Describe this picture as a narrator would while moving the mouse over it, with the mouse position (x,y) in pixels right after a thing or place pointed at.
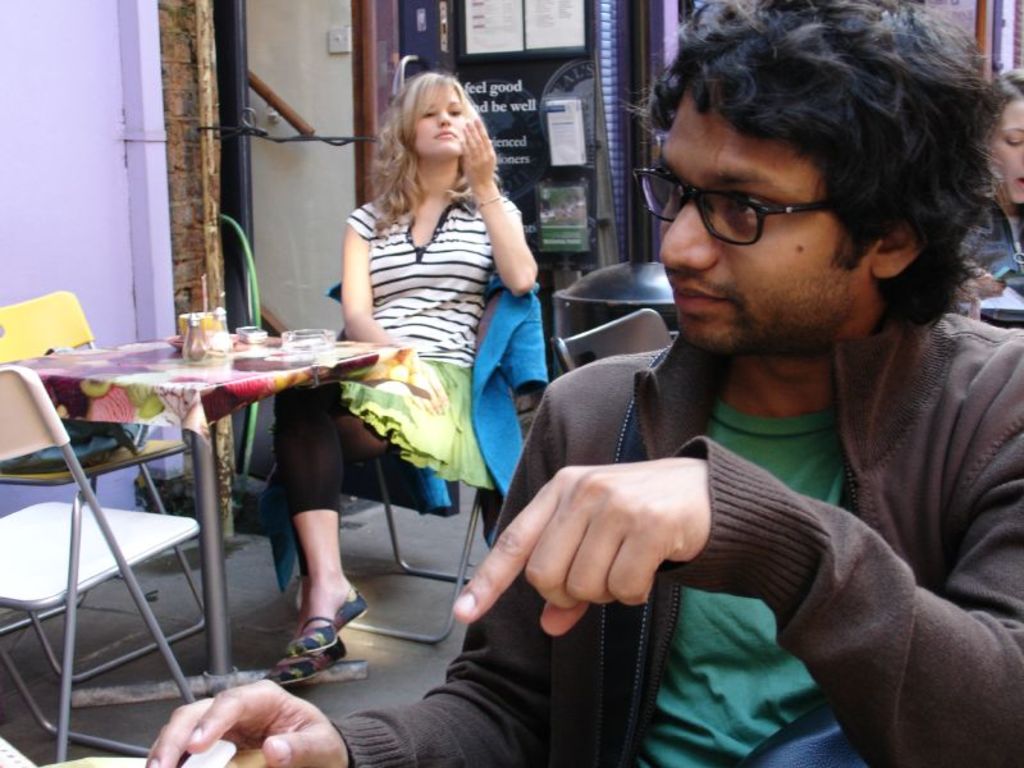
Here we can see a man (735,597) wearing spectacles (743,232) and a woman (406,276) sitting on chairs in front of a table (180,396) and on the table (206,375) we can see a ash tray (286,346) and a container (199,354). On the background (287,63) we can see a wall (290,71) and a machine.
